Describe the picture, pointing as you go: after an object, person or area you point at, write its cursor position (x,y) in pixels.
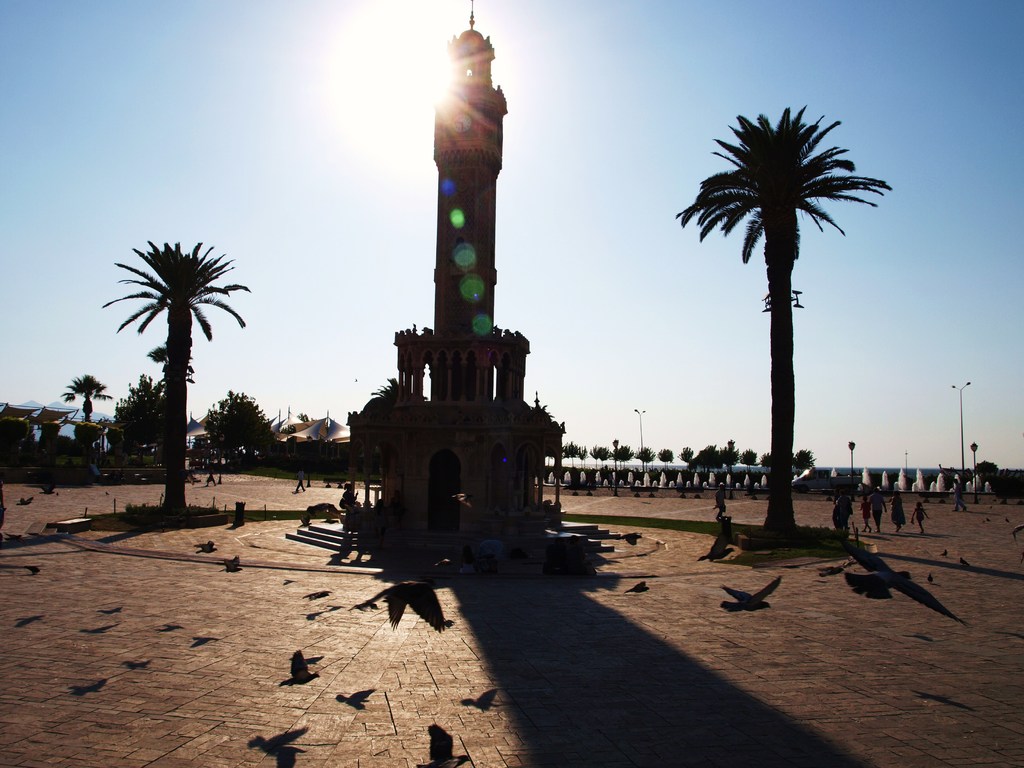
In this image I can see birds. There is a building (403,443) in the center (403,443). There are trees (183,274) and canopies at the back (89,409). People (896,523) are present. There are poles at the back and there is sky (602,217) at the top (554,175).
